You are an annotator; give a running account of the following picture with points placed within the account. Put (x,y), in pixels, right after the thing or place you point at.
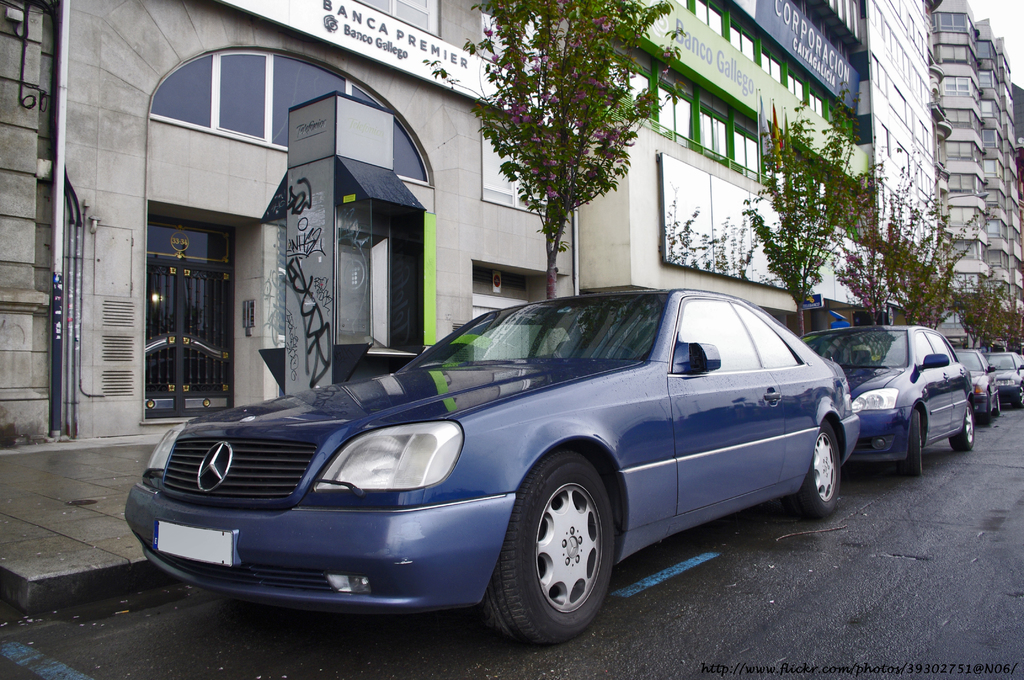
In this picture we can see cars (357,566) on the road (871,521), trees (800,296), buildings (809,114) with windows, name boards (752,93), doors (210,401), footpath (21,473), machine (367,298) and some objects (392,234).
